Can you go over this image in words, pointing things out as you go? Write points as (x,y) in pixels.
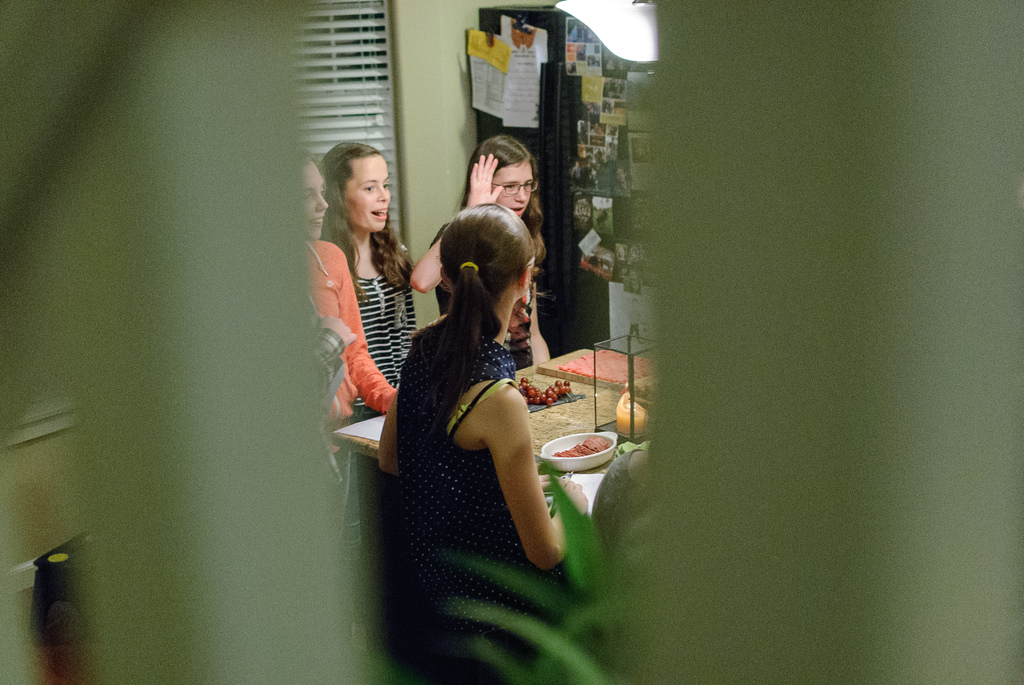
As we can see in the image there are few people (407,410) over here, a wall (455,172), photos (599,184) and table (588,373). On table (615,424) there is a bowl (592,456) and grapes (541,392).
